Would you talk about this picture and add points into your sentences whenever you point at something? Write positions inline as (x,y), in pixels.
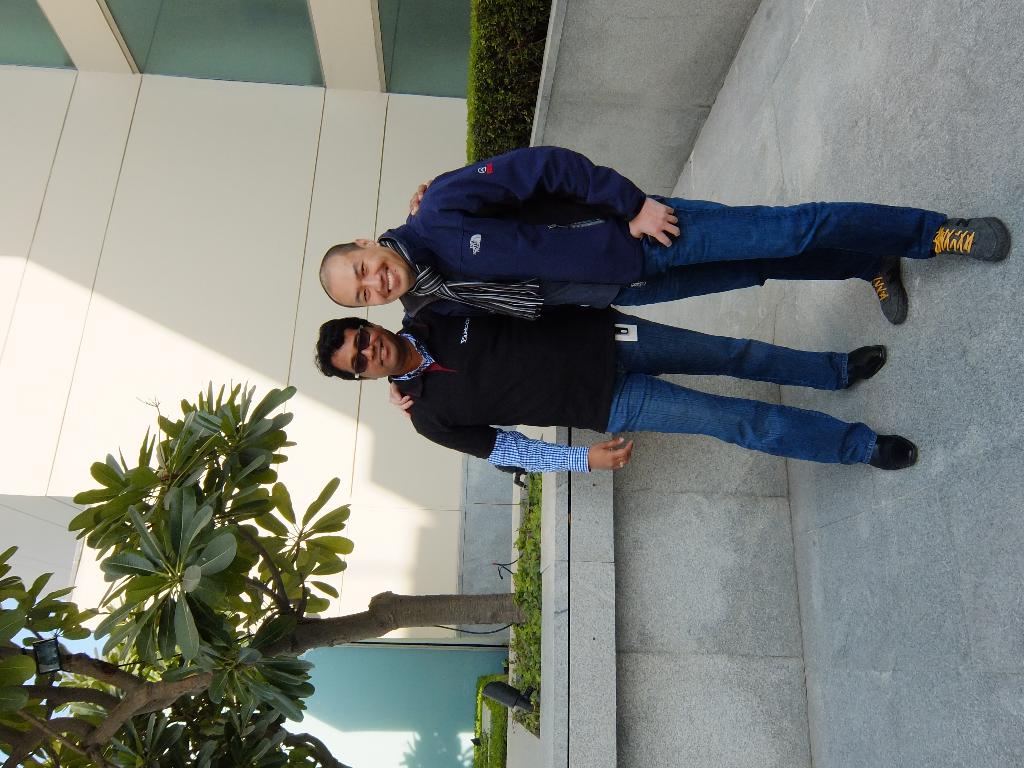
In this image in the center (403,376) there are two people (488,311) standing and they are smiling, and in the background (395,618) there is a tree (193,586), plants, wall (701,497), building (17,6). And on the right side of the image (885,336) there is walkway (807,307).
